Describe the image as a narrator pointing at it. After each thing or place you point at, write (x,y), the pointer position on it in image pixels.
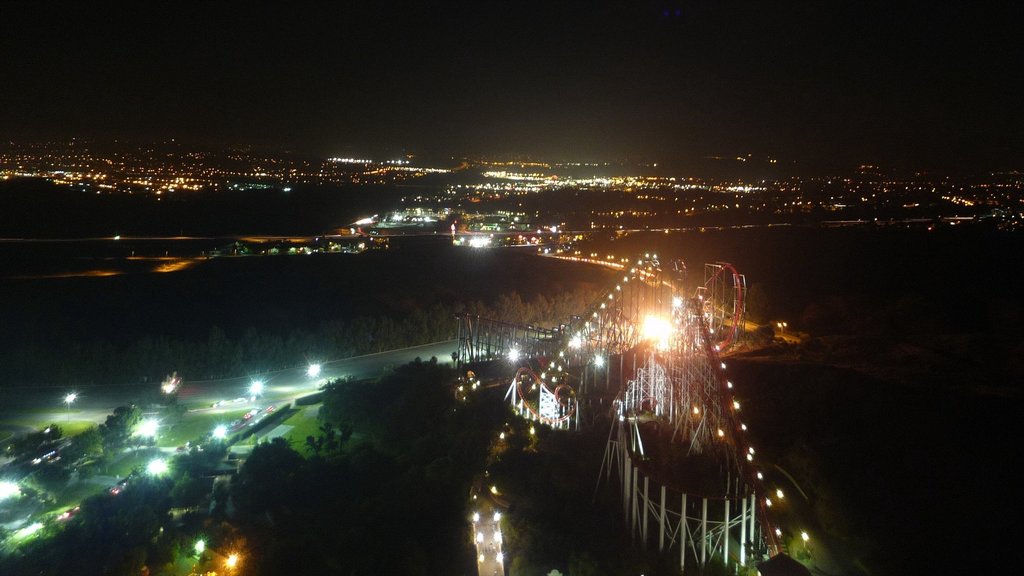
In this picture I can see the lights (371,217). I can see green grass (120,456). I can see the road (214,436). I can see trees (267,505).
